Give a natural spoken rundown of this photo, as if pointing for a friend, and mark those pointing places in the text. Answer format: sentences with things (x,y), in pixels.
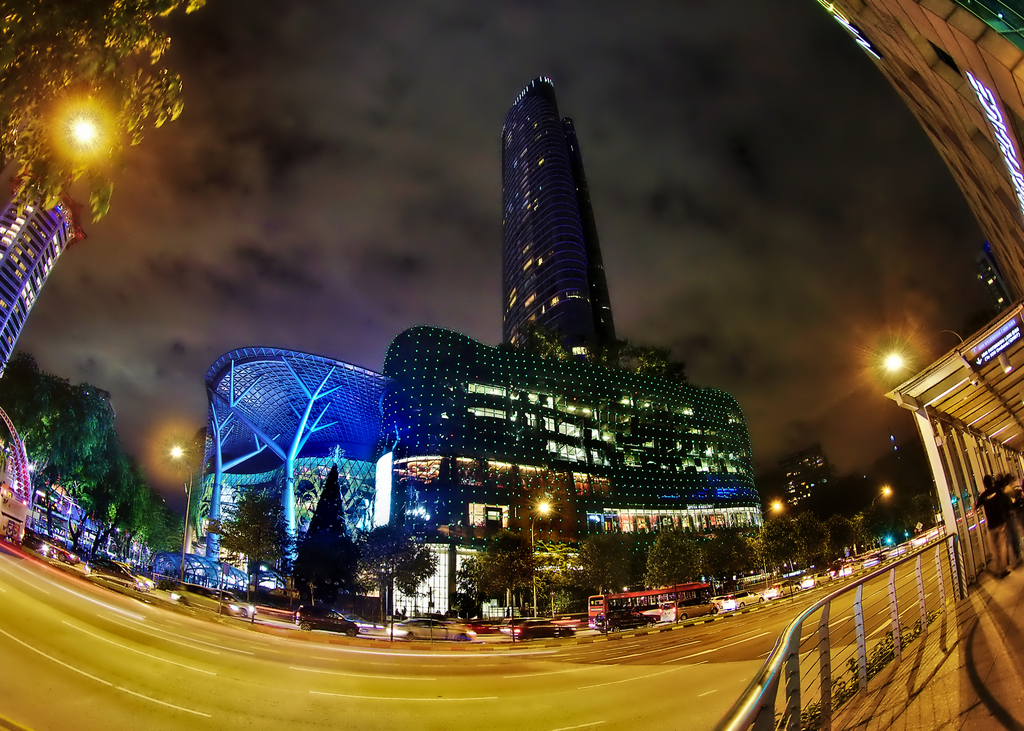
In this image we can see sky (270,264) with clouds (380,127), trees (707,555), buildings (322,446), motor vehicles (892,552) on the road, street poles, persons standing on the floor (989,587) by holding the grills (796,677) and sheds (955,370).
